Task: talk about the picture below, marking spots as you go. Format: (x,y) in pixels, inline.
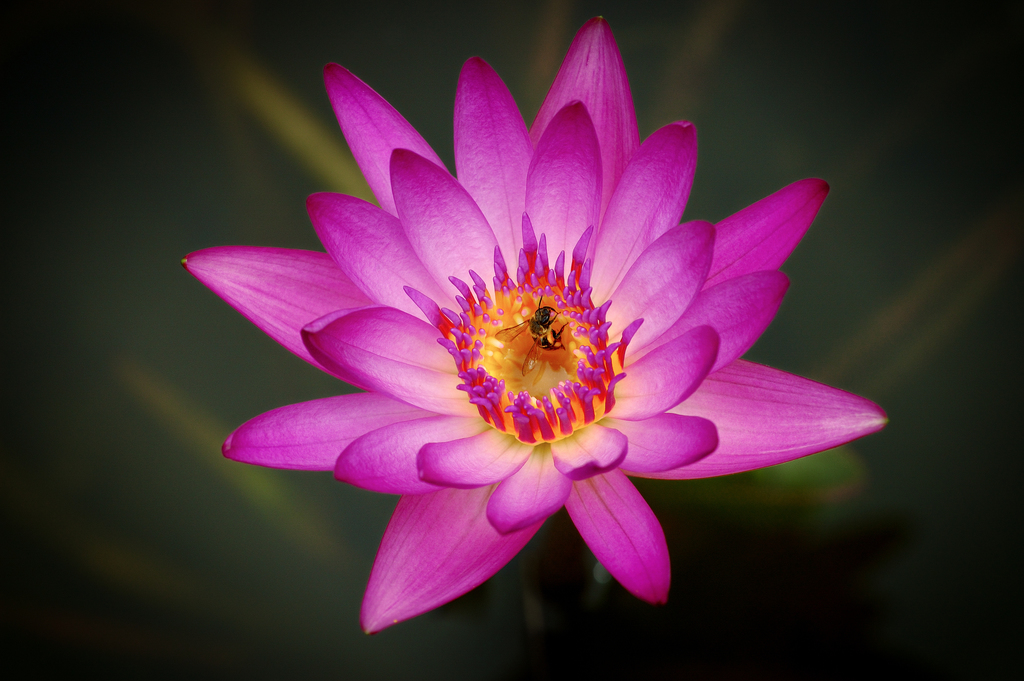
In the middle of the image (499,369) we can see a flower (562,365) and an insect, also we can see dark background (65,284).
